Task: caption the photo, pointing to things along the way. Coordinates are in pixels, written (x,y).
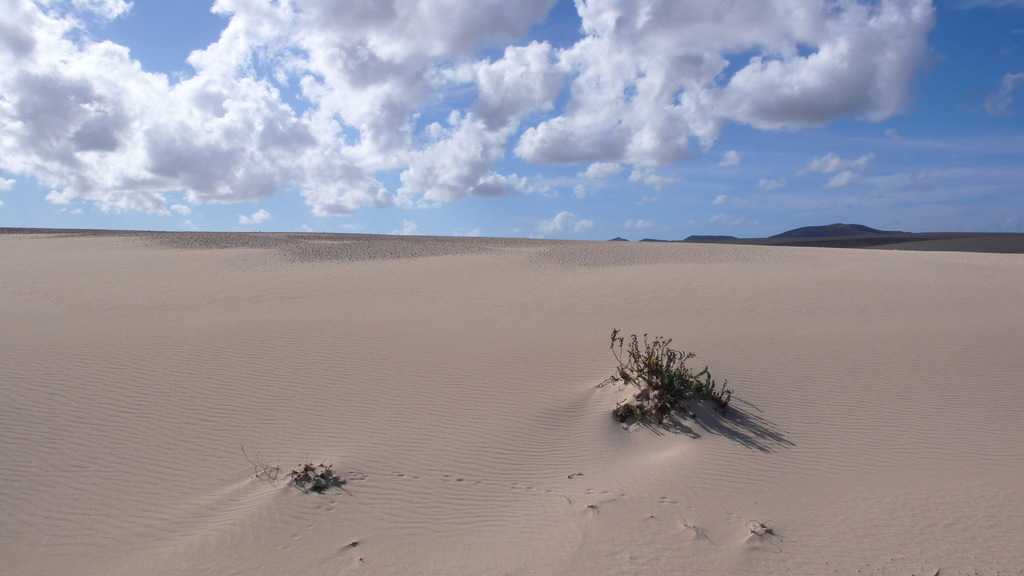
In this picture we can see a plant (671,376), sand (496,357) and hills (783,236). At the top of the image (448,102), there is the sky (543,74).
